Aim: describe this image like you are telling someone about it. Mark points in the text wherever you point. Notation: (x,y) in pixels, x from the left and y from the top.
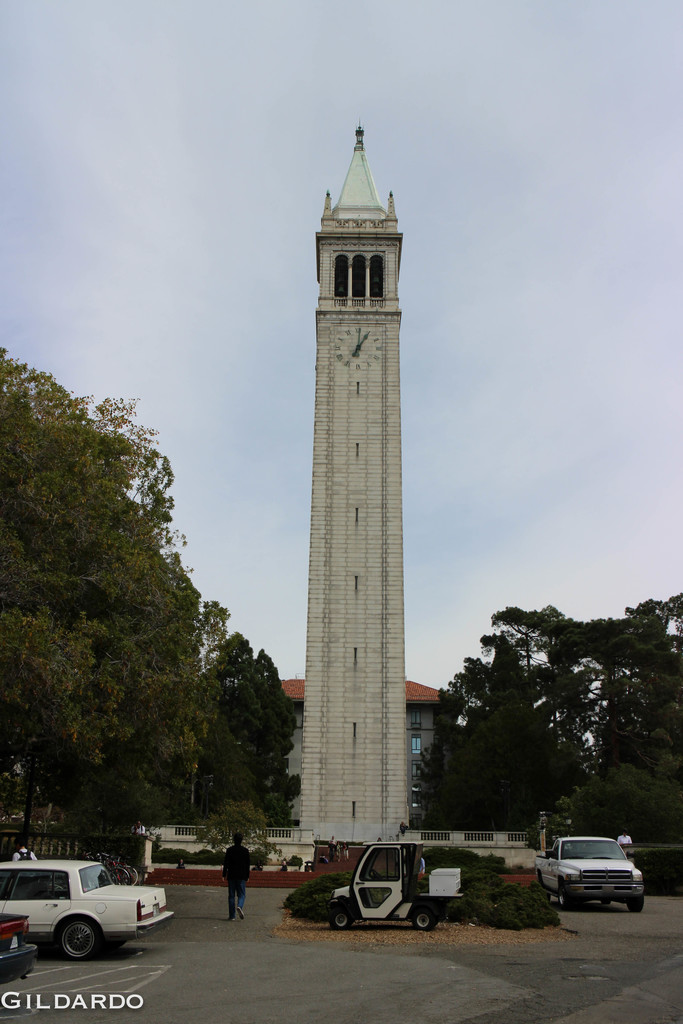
In this picture we can see vehicles (65,909), a few people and bushes (302,901) on the road (212,962). There is some fencing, a clock tower (332,729), trees (255,745), a building (295,755), other objects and the sky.
